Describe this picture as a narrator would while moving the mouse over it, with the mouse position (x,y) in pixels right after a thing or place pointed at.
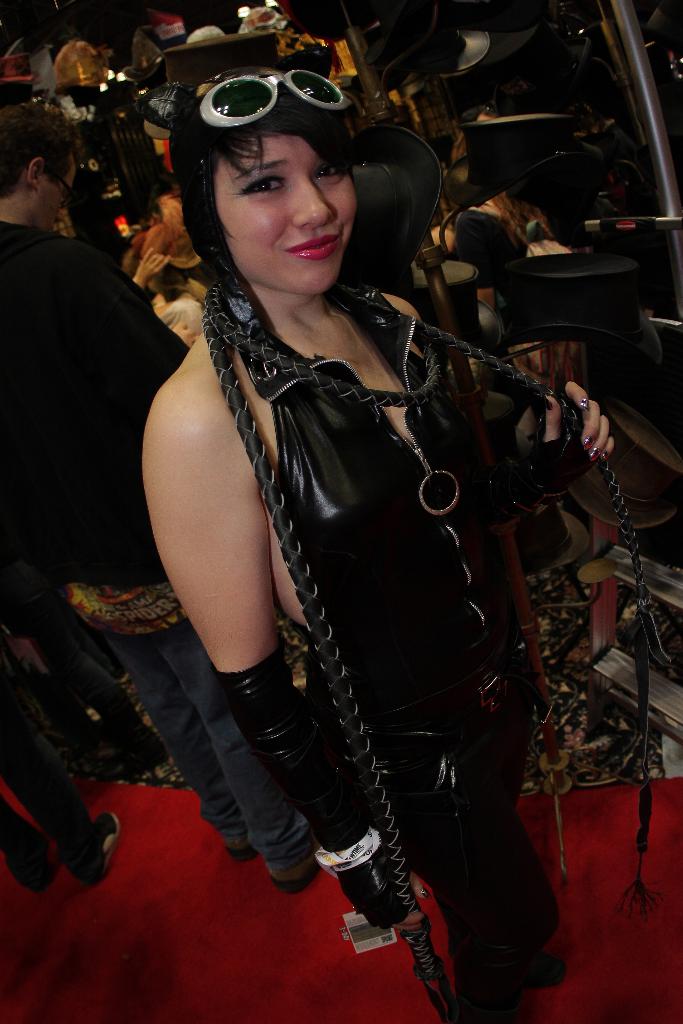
In this image in the center (329,526) there is a girl (376,630) standing and smiling. In the background (98,375) there are persons (132,333) and there are objects (87,201) which are black in colour. On the floor (190,945) there is a mat (203,944) which is red in colour.
